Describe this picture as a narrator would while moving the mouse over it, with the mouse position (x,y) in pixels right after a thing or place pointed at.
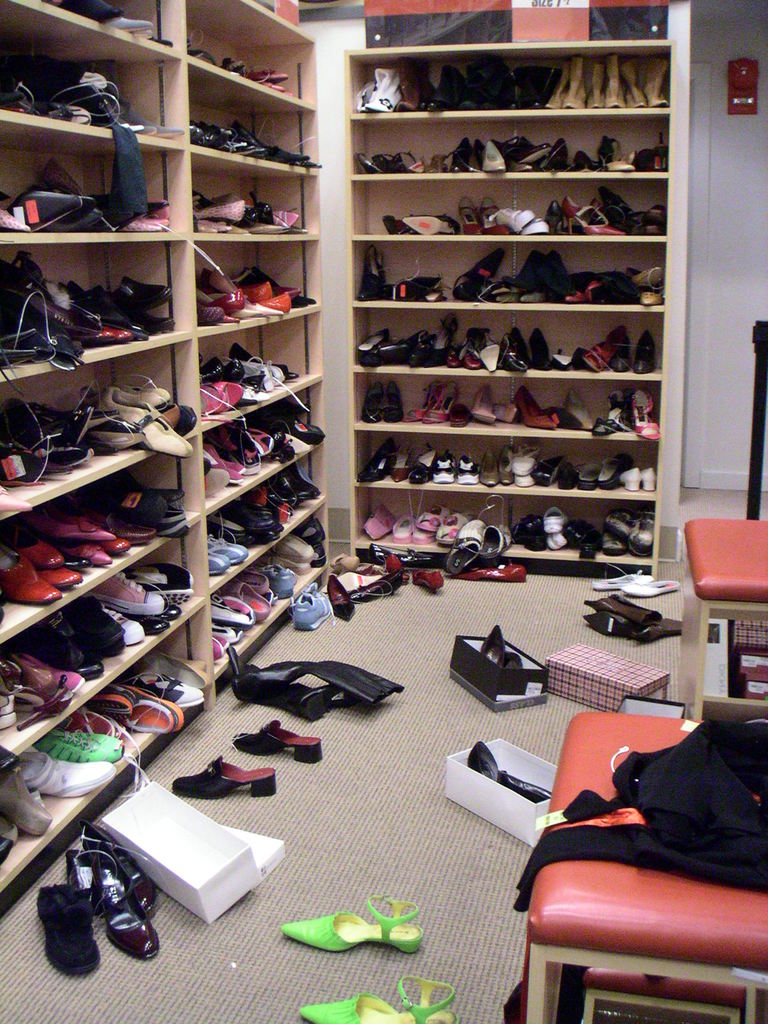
In the bottom right corner of the image (759,901) there are some chairs (726,545). In the middle of the image (424,574) there are some boxes (647,711) and footwear (484,548). At the top of the image (499,72) there are some footwear (24,78) in the cupboards (205,13).
